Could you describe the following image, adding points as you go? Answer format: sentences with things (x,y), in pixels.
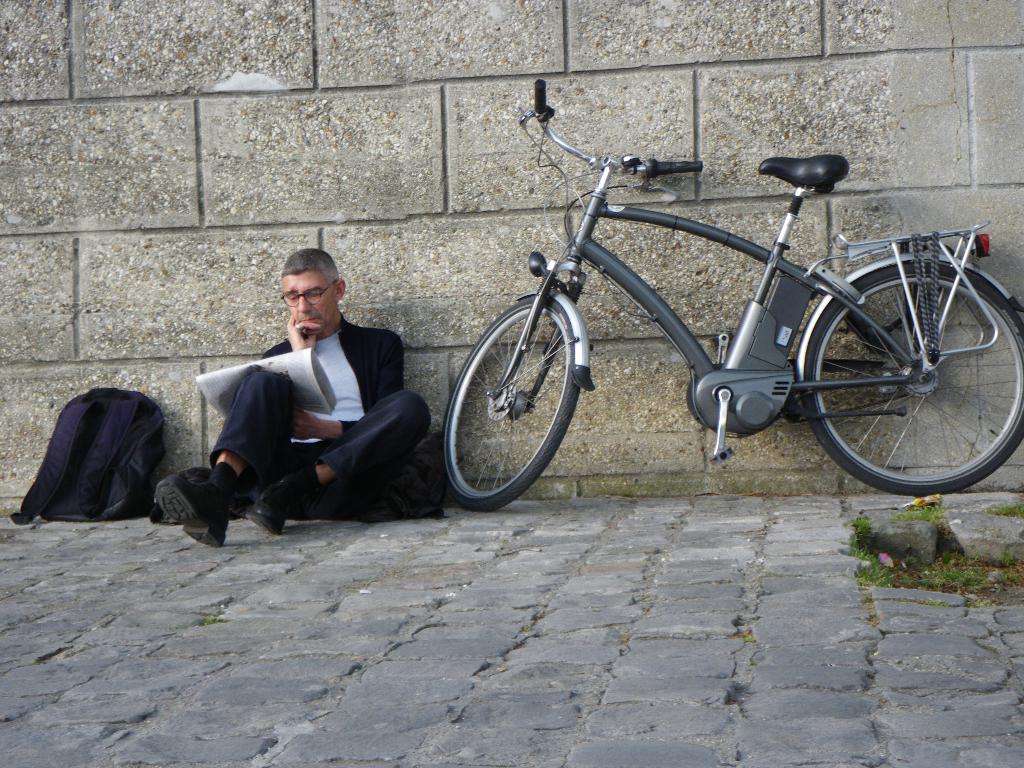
On the right side of the image (800,355) we can see a bicycle (843,283). On the left side of the image (90,465) we can see a bag (113,464) and a man (336,463) is sitting on the floor (329,666) and wearing coat (372,371), spectacles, trouser (410,413), shoes (264,501) and holding a newspaper (308,395) and reading. In the background of the image (317,101) we can see the wall (311,136). At the bottom of the image (407,651) we can see the floor (324,652), grass (970,579) and stones (1020,691).
